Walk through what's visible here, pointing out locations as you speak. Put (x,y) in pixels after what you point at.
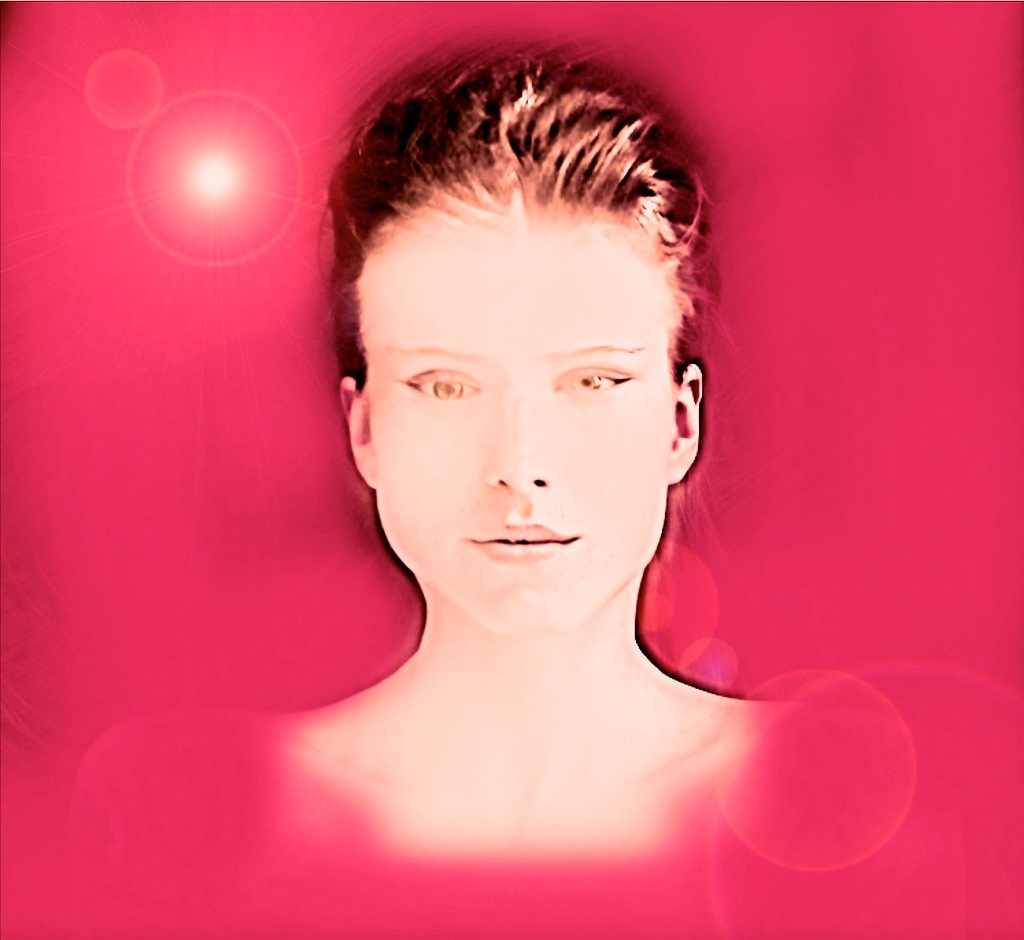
This is an animation, in this image in the center (490,588) there is one woman (457,710) and there is a pink color background (859,638).
